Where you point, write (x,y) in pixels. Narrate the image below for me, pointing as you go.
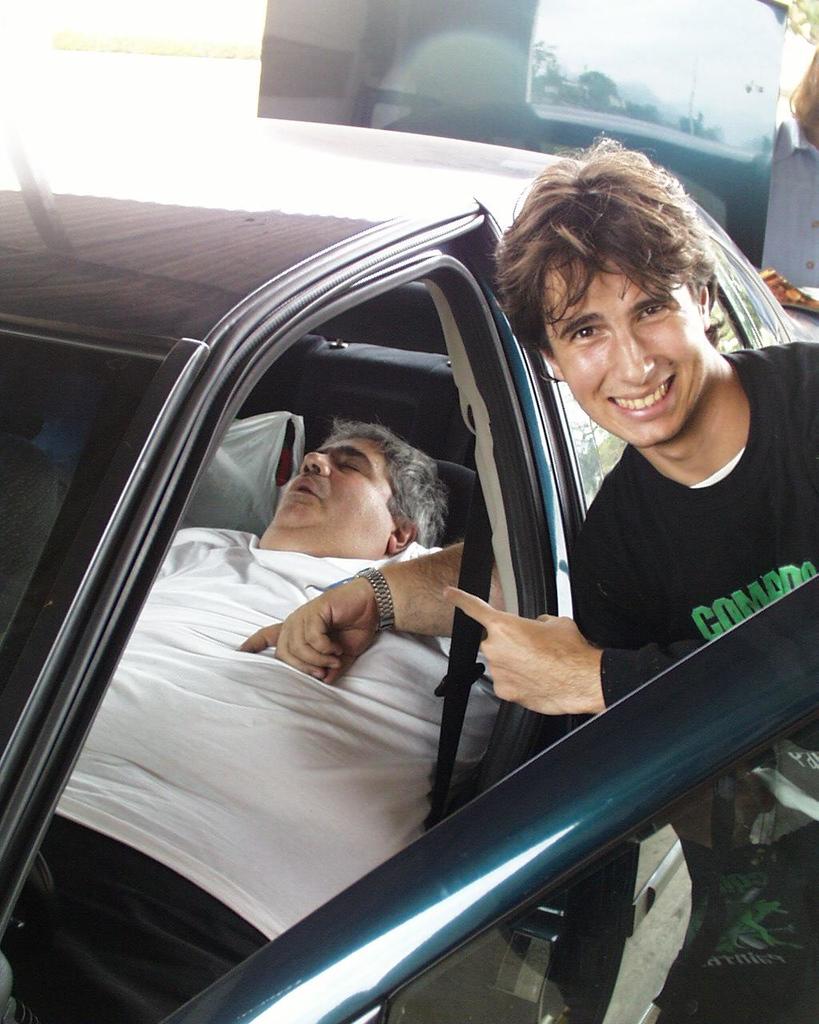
There is a man (673,453) in this picture smiling and another man (314,668) in the car seat (403,399), sleeping.
